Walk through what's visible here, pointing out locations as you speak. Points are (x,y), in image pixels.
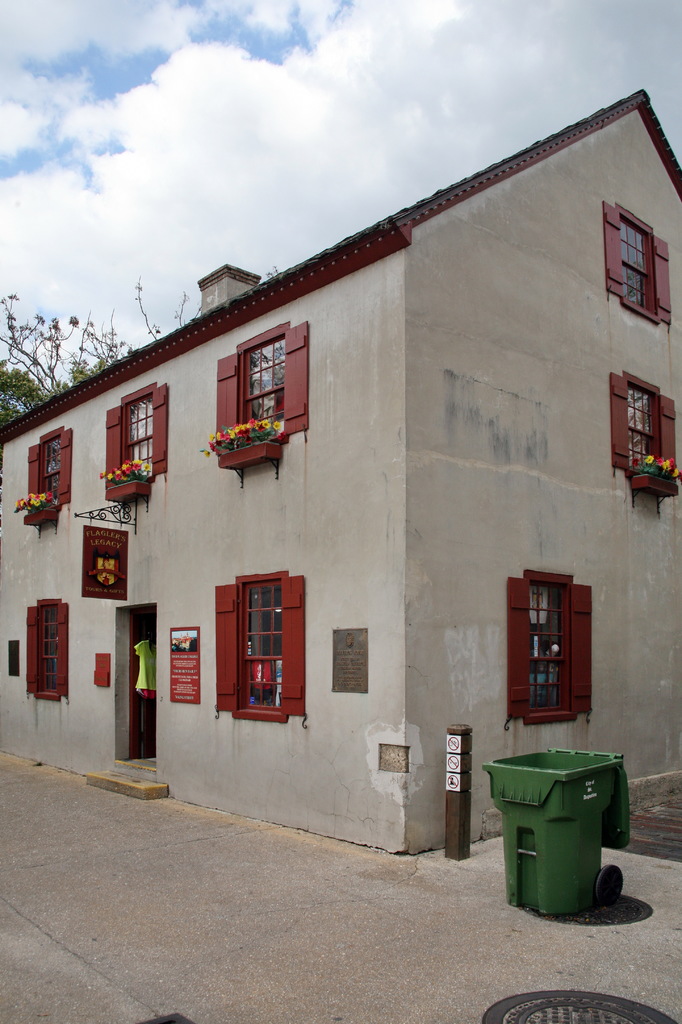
In this image there is a building (237,529) with glass windows (284,401) and a door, beside the building (378,682) there is a trash can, on the other side of the building (216,430) there is a tree (0,391).
